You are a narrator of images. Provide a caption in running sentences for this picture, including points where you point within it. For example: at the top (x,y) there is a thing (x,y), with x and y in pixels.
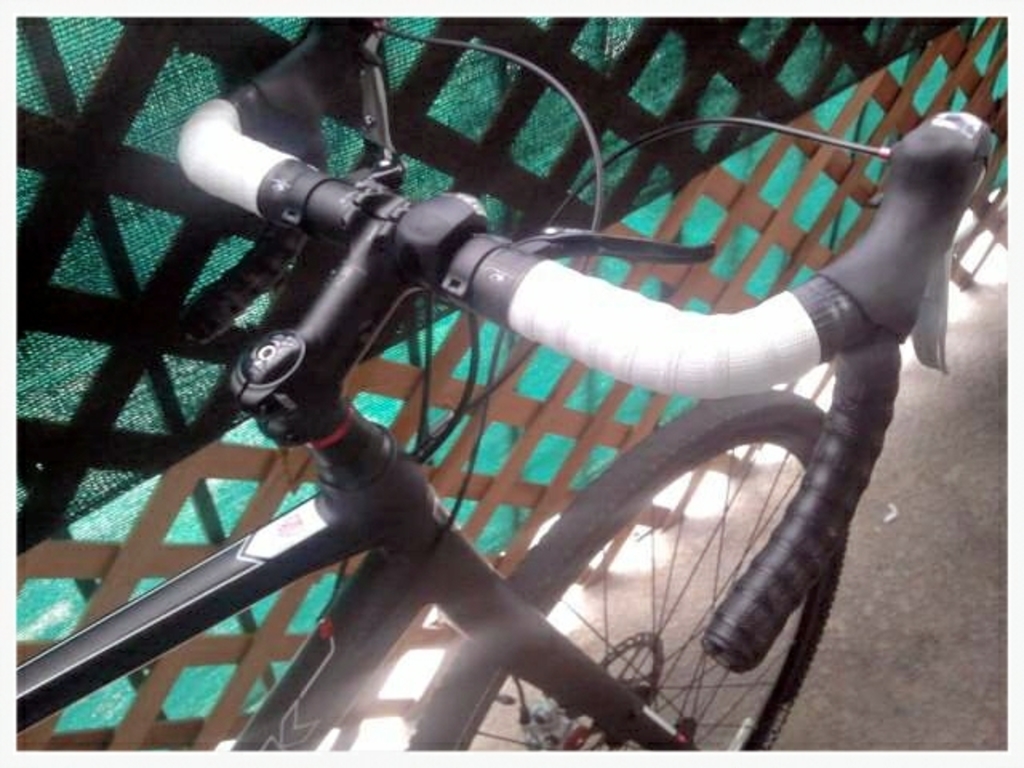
In this image there is a cycle (535,327). Beside the cycle (374,253), there is a fencing (789,198) with wooden sticks (791,138) and a cloth (334,140).
